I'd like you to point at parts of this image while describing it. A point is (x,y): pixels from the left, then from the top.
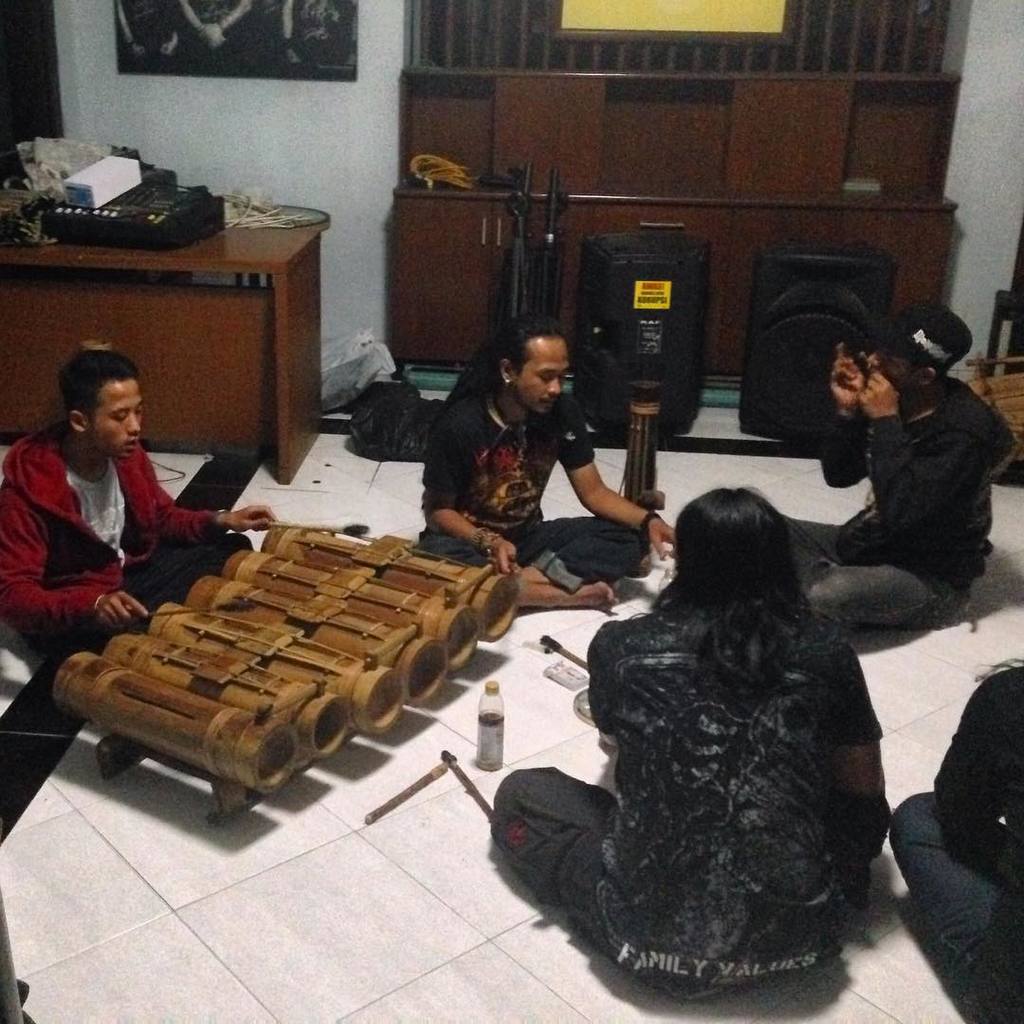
In this image we can see men (779,812) are sitting on the floor (299,910). At the top of the image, we can see a frame (233,52) on the wall (269,99). In the background (395,189), we can see a cupboard (619,180), table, bags (405,413) and some objects (705,305). On the table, we can see wires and electronic devices (101,219). On the left side of the image (89,472), we can see a man (139,515) is playing a musical instrument (241,670). On the floor (471,684), we can see a bottle (497,730), sticks (481,806) and some objects (559,670).
